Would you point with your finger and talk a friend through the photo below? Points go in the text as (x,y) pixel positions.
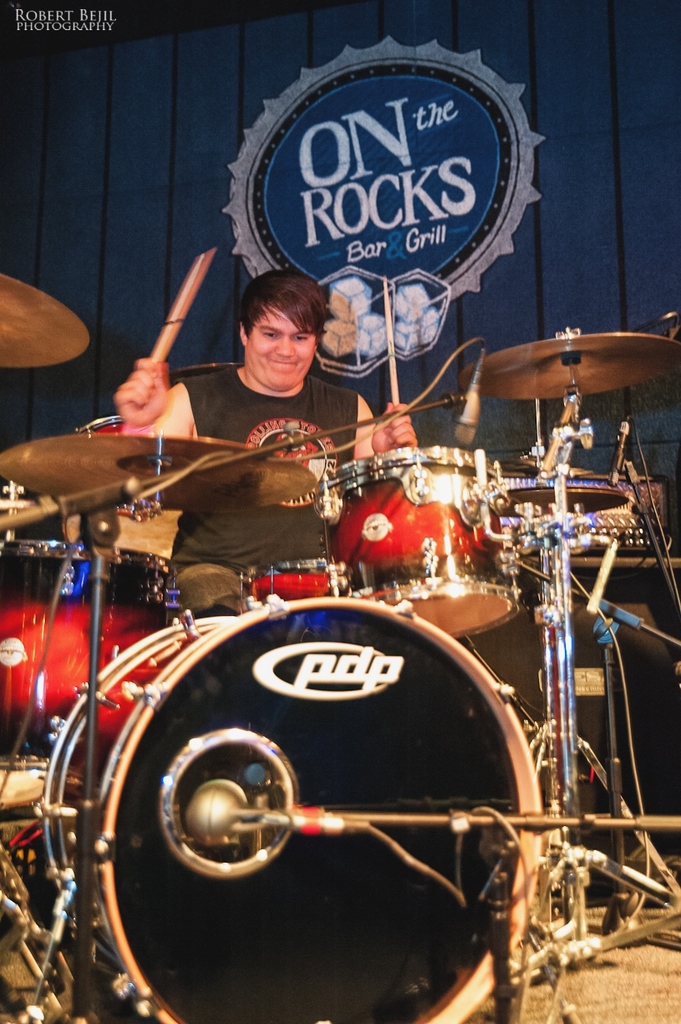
In this image I can see a person (282,369) is holding sticks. In-front of that person (255,368) there are musical instruments (141,696). At the top left side of the image (58,13) there is a watermark (58,13). In the background of the image (315,58) there is a wall (103,120) and board (323,240).
